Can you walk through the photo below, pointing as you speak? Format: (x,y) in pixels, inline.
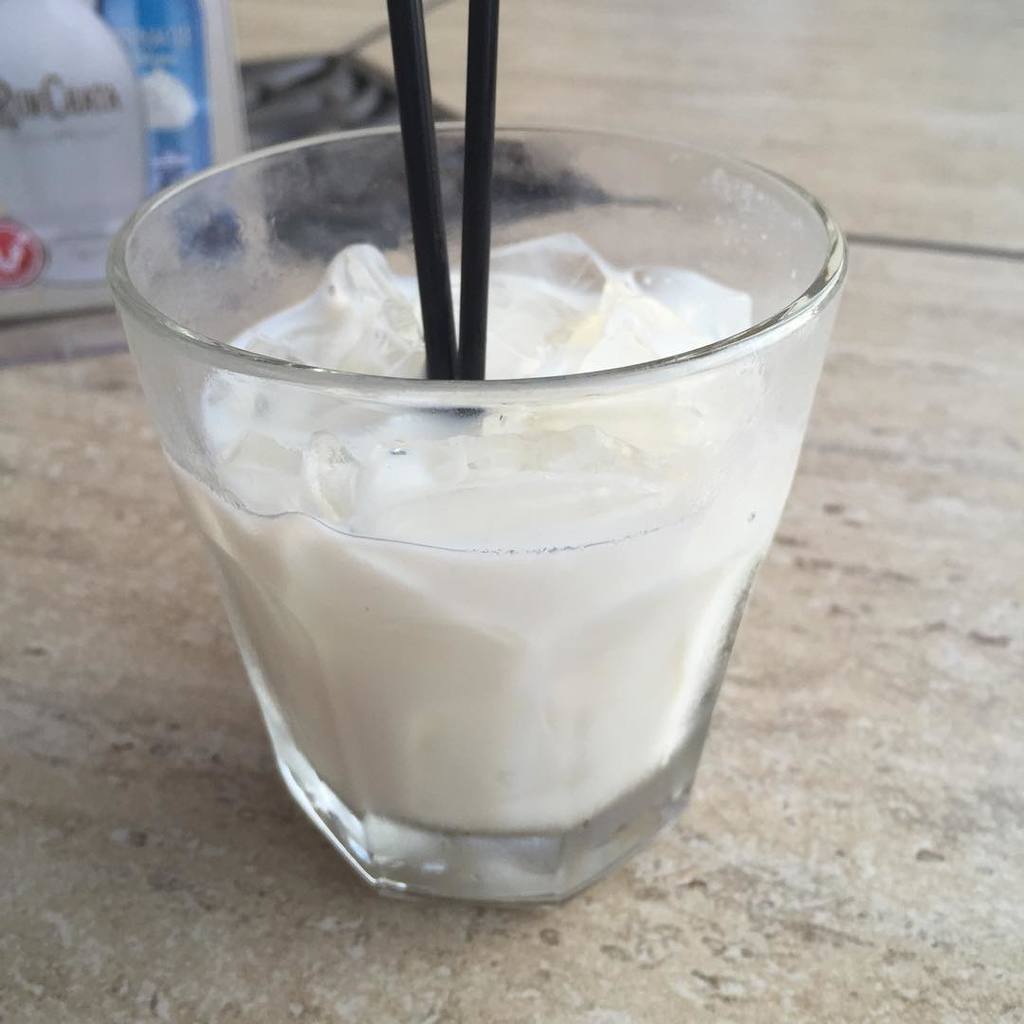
In the center of the image (581,386) we can see milkshake (450,284) is present in glass (461,254) with straws (427,276). In the background of the image (58,63) we can see boards (129,125), floor (533,87) are there.
